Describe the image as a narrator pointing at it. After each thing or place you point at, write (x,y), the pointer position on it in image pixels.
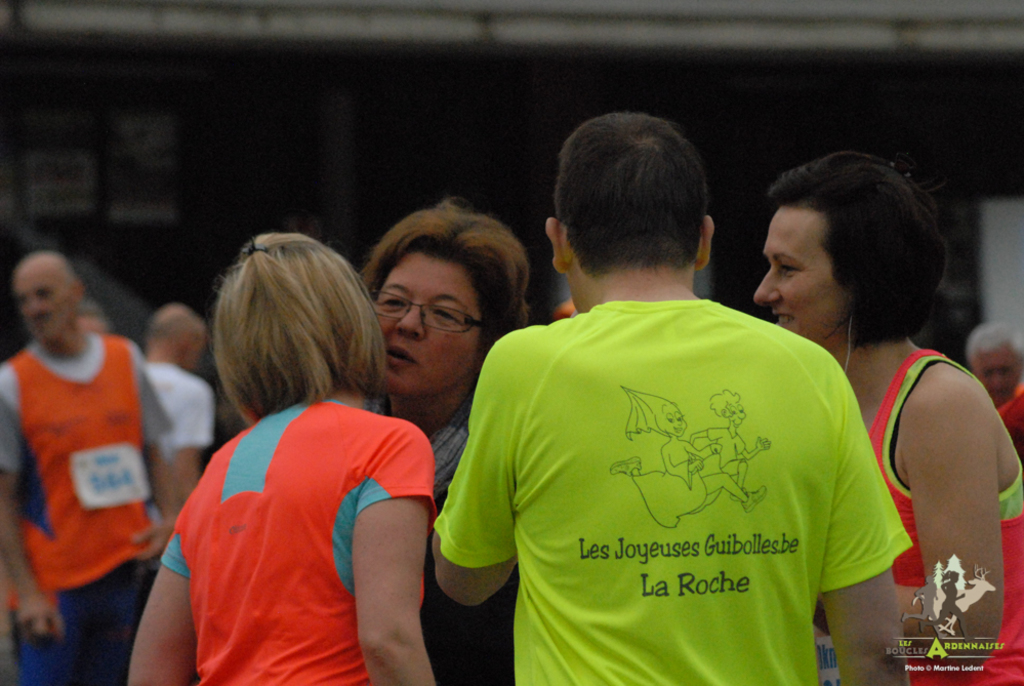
In this image there are people (713,455) standing, on the right side (960,608) there is a text (934,644) and a logo (934,644), in the background (151,118) it is blurred.
